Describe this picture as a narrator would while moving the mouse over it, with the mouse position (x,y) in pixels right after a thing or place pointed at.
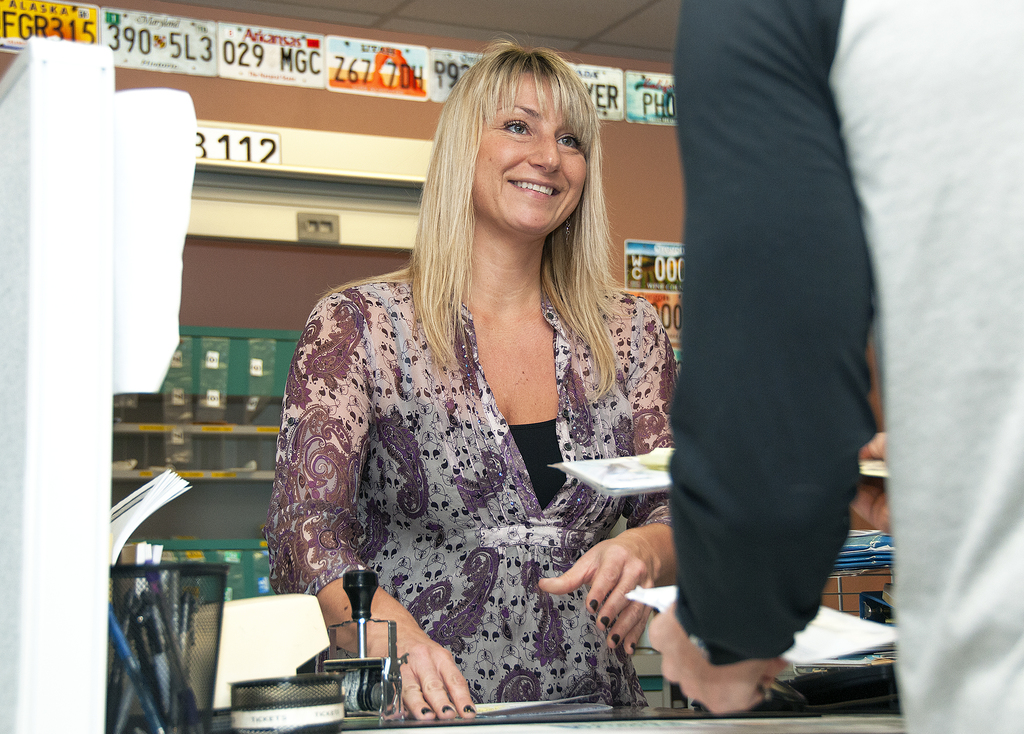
In this picture we can see there are two people (365,350) standing and a person (782,523) is holding some objects (657,481). In between the people (653,534), it looks like a table (712,719) and on the table (359,722) there are pens (136,680), pen holder (136,618), papers (131,501) and some objects (304,646). Behind the people (484,418) there is a wall (662,187) with some boards (648,269).
